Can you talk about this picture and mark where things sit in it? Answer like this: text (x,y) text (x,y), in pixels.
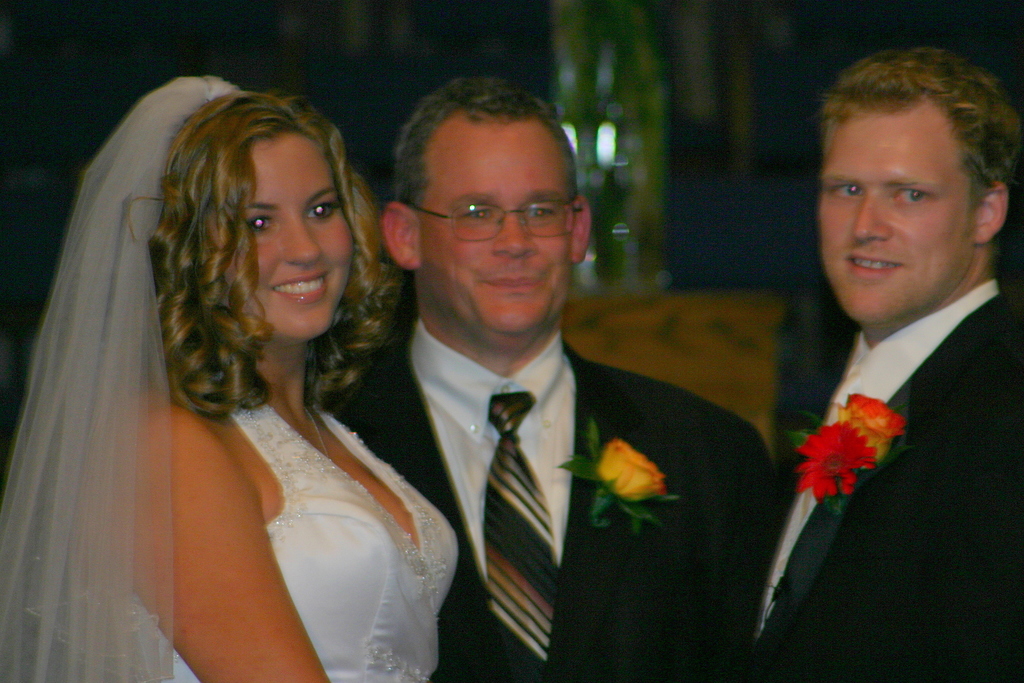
In the foreground of this image (749,613), there are two men (760,617) wearing suits (855,641) and flowers (798,490) on their suits (722,479). On the left (253,497), there is a woman (253,340) wearing white dress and there is a dark background (666,71).
